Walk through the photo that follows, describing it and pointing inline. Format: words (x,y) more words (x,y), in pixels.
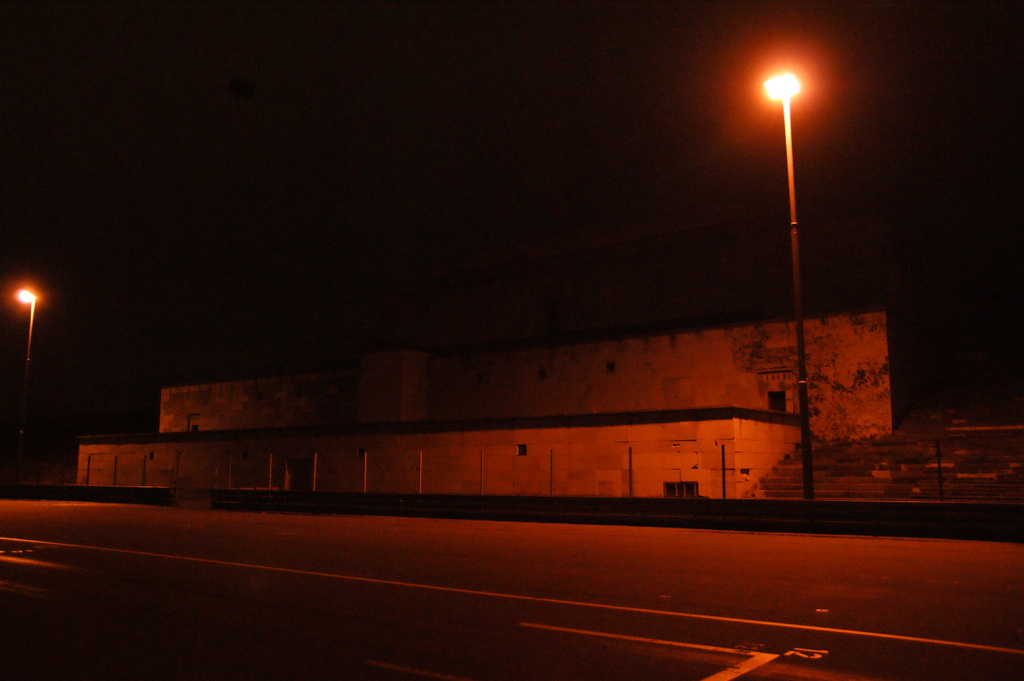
In this picture I can observe a road (465,616). On either sides of the picture. I can observe yellow color lights (778,81) fixed to the poles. In the background (439,400) I can observe a wall (459,461) and the background (387,190) is dark.
